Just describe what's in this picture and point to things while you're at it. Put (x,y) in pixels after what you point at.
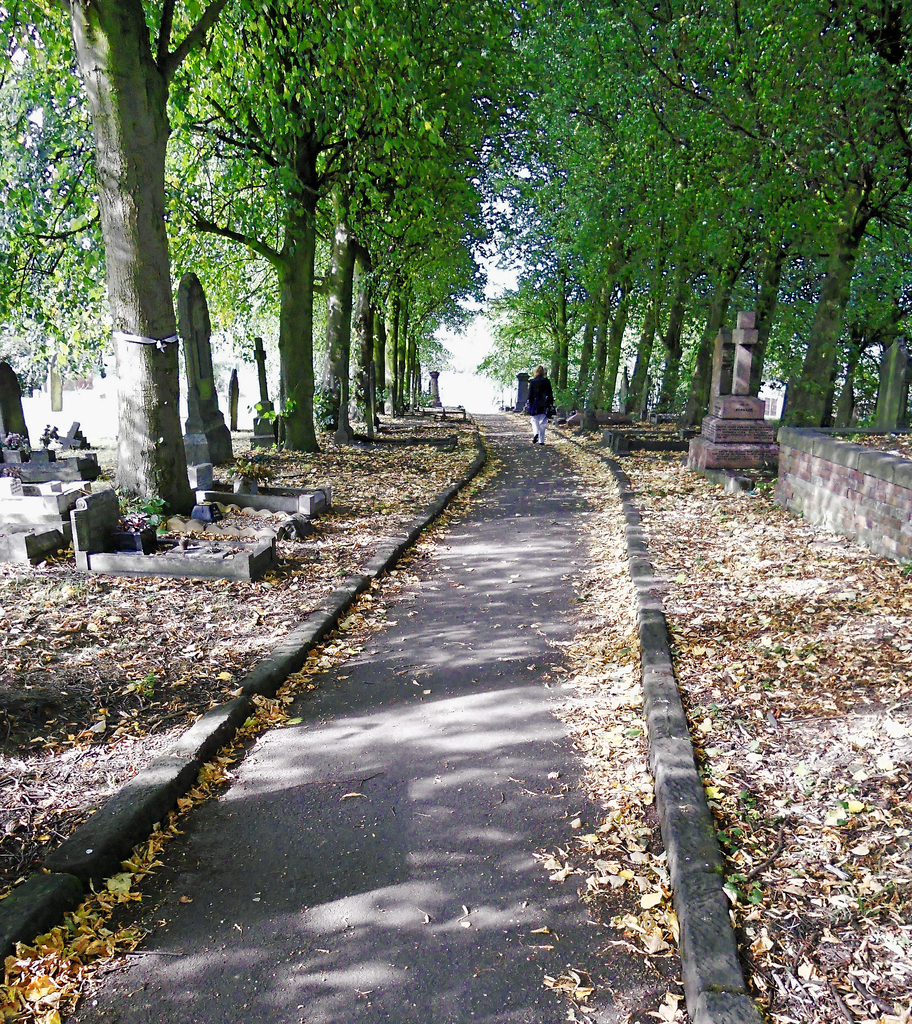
This looks like a graveyard (98,428). In the middle (508,587) we can see path (514,462) and there are leaves (759,490) on the ground (502,465). In the background (522,347) we can see a person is walking on the path (561,464), trees (516,357) and sky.
